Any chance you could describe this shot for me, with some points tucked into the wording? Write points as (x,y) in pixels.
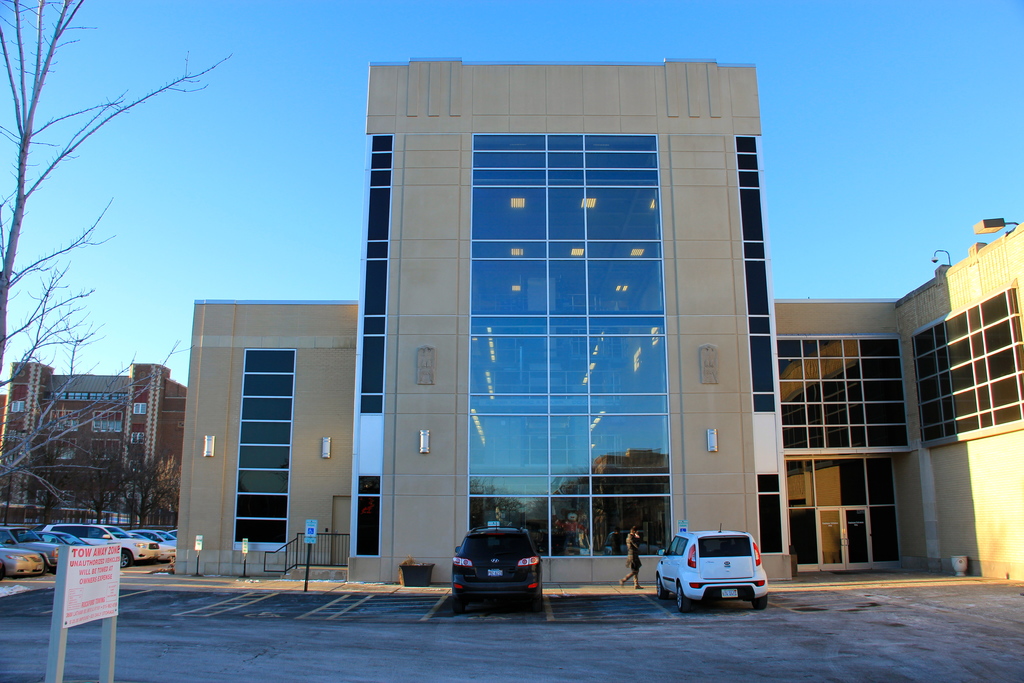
In this image in the center (535,336) there are some buildings (503,394), houses (13,420) trees (34,313) vehicles (93,528) and some poles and boards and also there is a railing (325,561). In the center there are two cars (716,572) and one person (639,556) is walking, at the bottom (432,628) there is a walkway (341,620). And at the top (809,130) there is sky (809,130).
